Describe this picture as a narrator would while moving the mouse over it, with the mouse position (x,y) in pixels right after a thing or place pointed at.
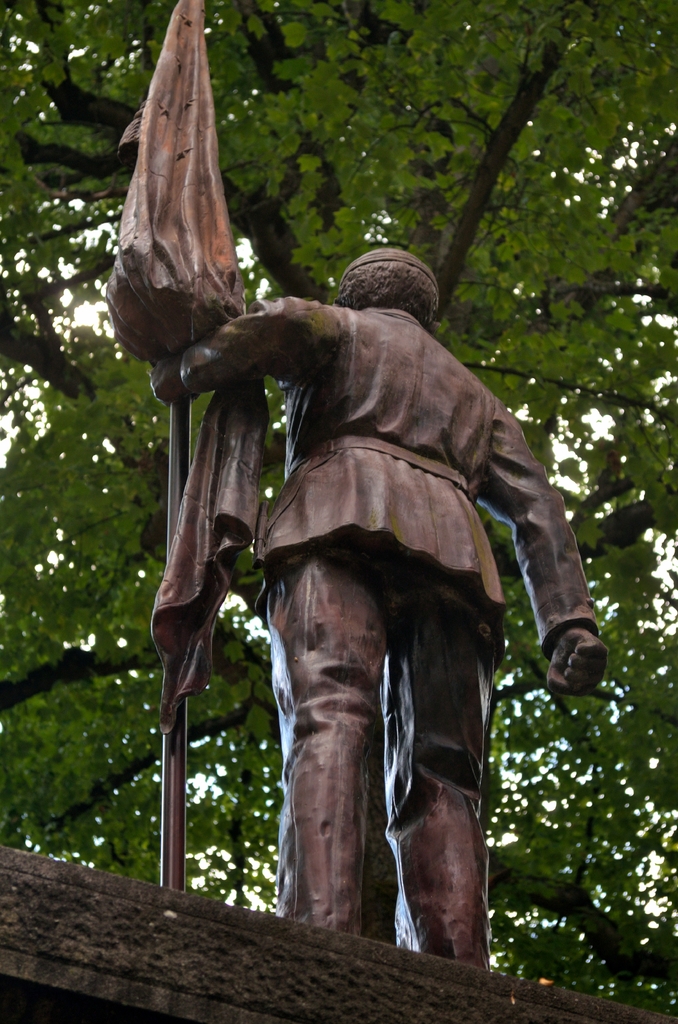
In this image I can see a statue (409,595) of a person (411,524) holding a pole (187,452) to which there is a cloth (198,442) on the concrete surface (148,946). I can see the statue (283,535) is brown in color. In the background (532,422) I can see the tree (464,102) and the sky (576,481) through the gaps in between the leafs (555,409).
